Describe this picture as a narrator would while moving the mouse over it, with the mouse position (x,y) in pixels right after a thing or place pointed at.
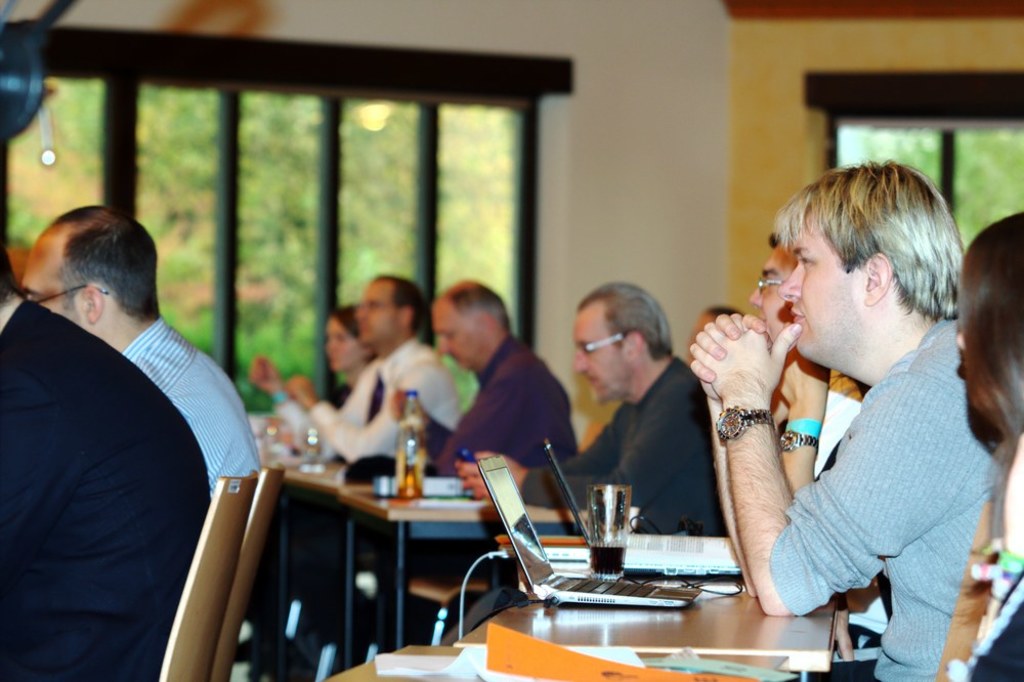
In the image we can see there are people (912,494) who are sitting on chairs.
